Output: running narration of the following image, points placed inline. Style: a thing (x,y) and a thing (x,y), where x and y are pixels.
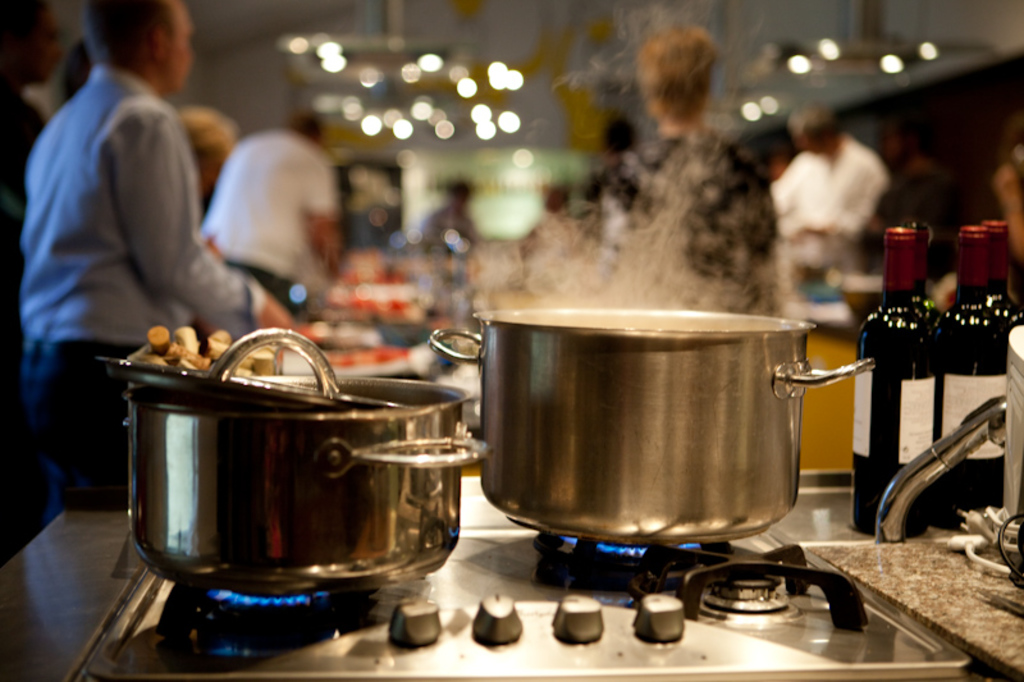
In the foreground of the image (354,477) we can see the two vessels (403,483) placed on a stove (359,602). On the right side of the image (976,353) we can see group of bottles (938,425) placed on countertop (935,546). In the background (935,252), we can see some people (56,255) standing and some lights (512,72).
